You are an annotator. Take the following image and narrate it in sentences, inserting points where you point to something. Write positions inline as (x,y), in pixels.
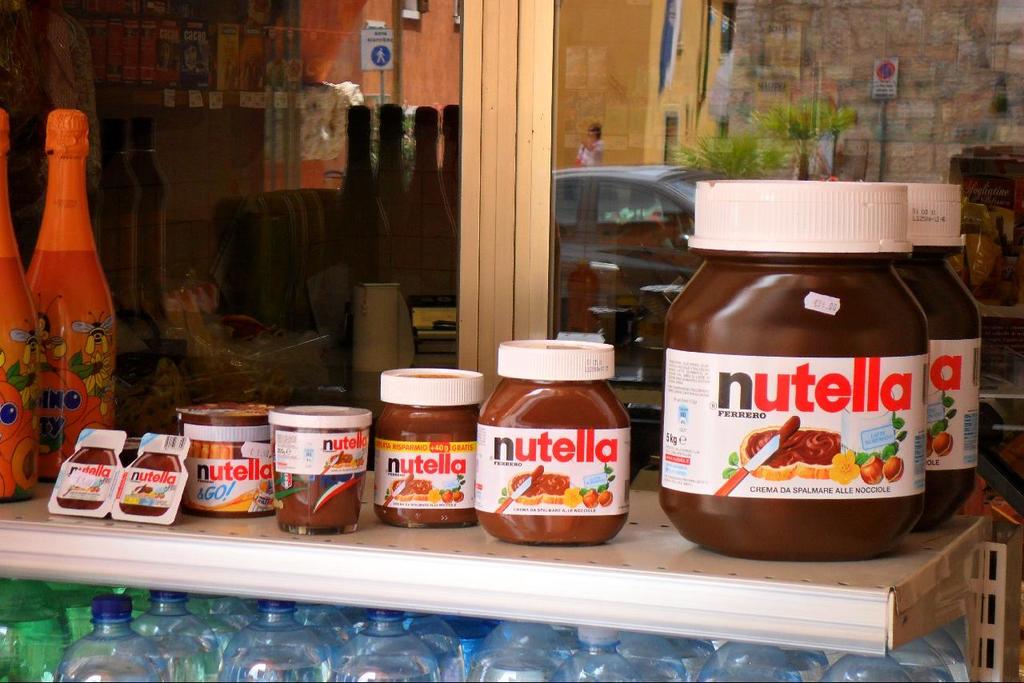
This picture is consists of chocolate bottles (743,225), which are placed on the table (134,526) and there are two bottles (8,373) which are placed at the left side of the image (12,391) and there is a door (640,251) at the center of the image (355,330), these chocolate bottles (492,442) are arranged according to their size.
